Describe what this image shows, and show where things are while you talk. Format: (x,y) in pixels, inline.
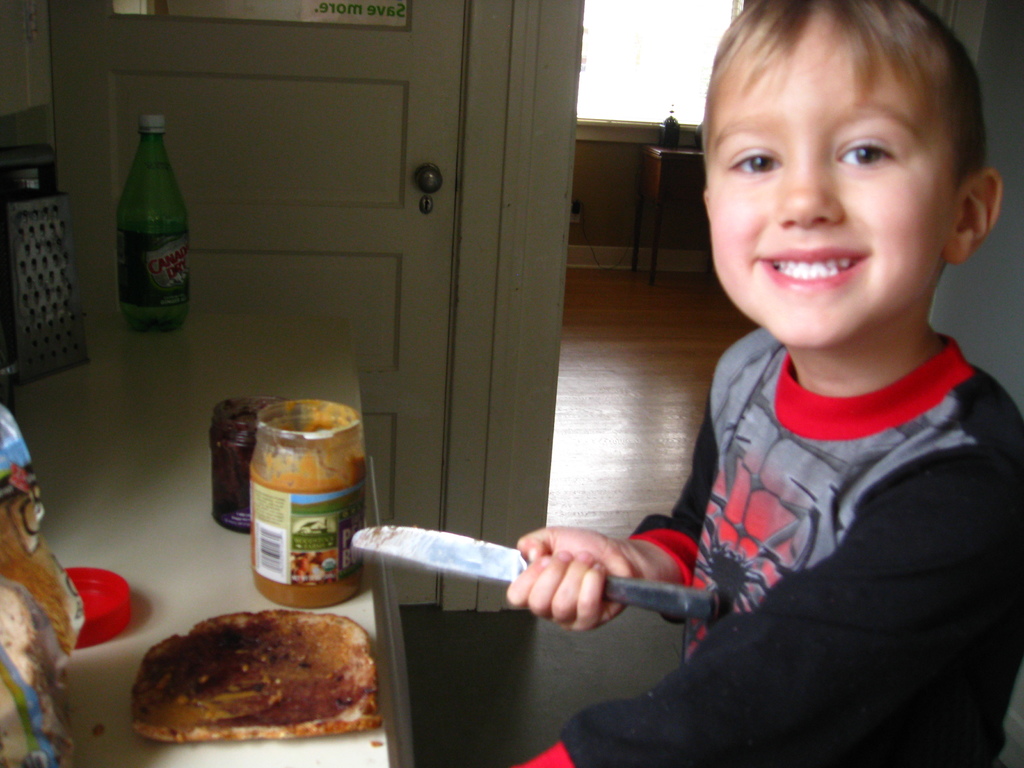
In the picture we can see a boy (950,765) standing near the table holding a knife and on the table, we can see a jar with cream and beside it, we can see a bread slice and some far away from it, we can see a green color bottle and beside it, we can see a door (180,50) which is white in color with handle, and beside the door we can see another room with wooden floor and a table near the window (638,119) with something placed on it.
